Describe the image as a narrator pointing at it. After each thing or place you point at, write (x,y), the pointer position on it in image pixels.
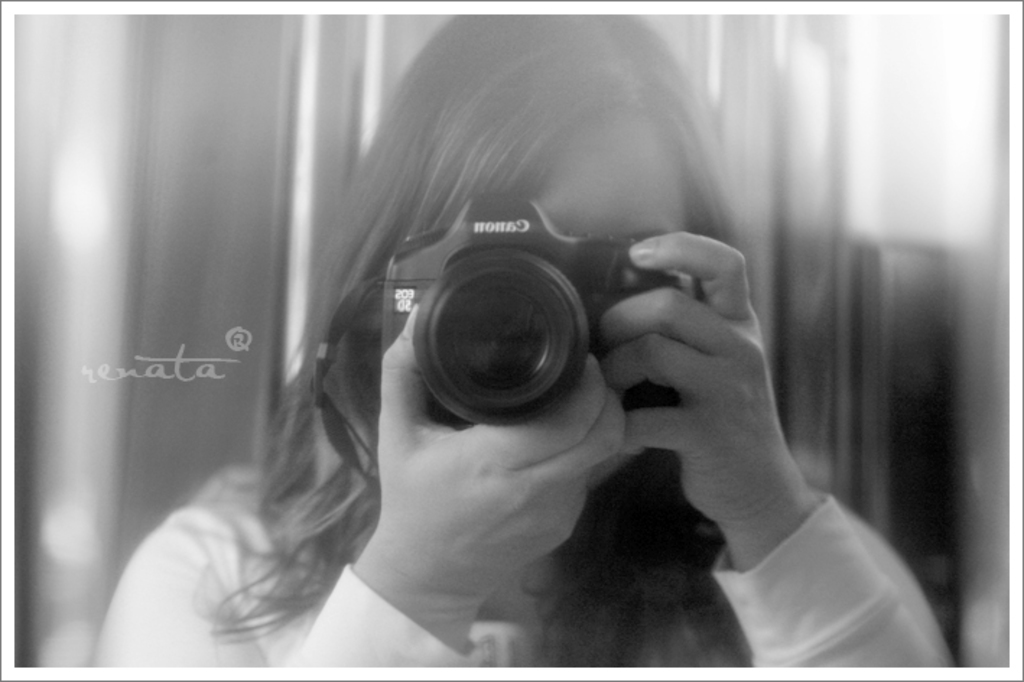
This is a black and white picture. In the picture the woman (563,589) is holding a canon black camera (493,325). Behind the woman (409,385) is blurred.
